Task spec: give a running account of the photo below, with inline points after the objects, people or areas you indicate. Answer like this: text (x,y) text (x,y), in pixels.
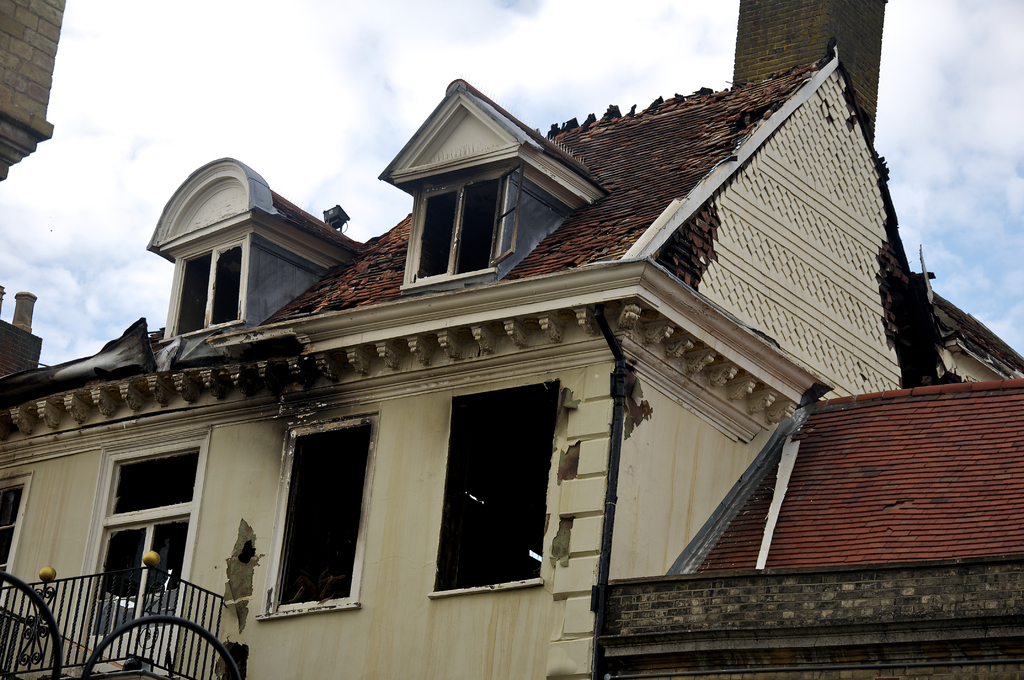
In this image there is a house (448,283), and in the background (973,55) there is sky (345,174).
